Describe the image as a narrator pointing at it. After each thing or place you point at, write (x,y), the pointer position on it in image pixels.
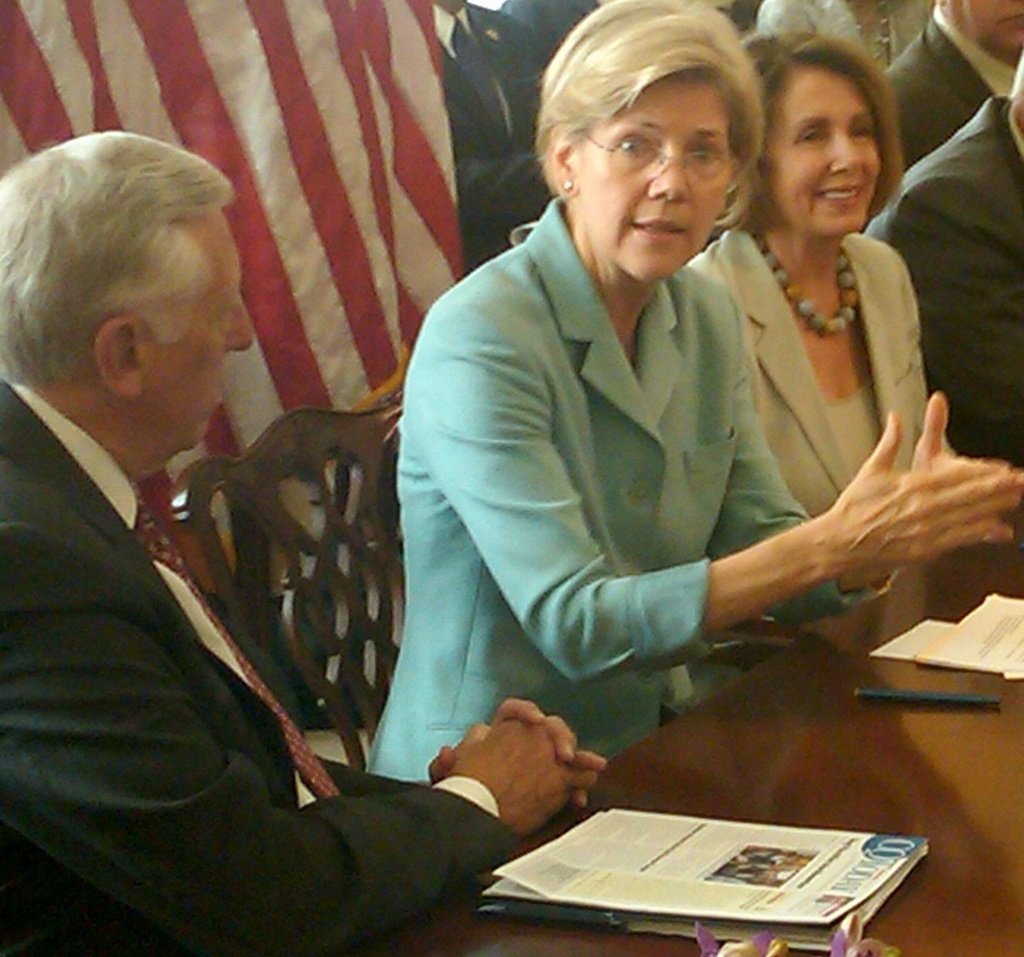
In this image I can see few people (153,637) are sitting on the chairs (368,574) facing towards the right side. In front of these people (990,241) I can see a table (872,686) on which a book (828,880), few pages (1001,650) and a pen (887,695) are placed. At the back of these people (485,368) I can see cloth (296,142) which is in white and red colors.
